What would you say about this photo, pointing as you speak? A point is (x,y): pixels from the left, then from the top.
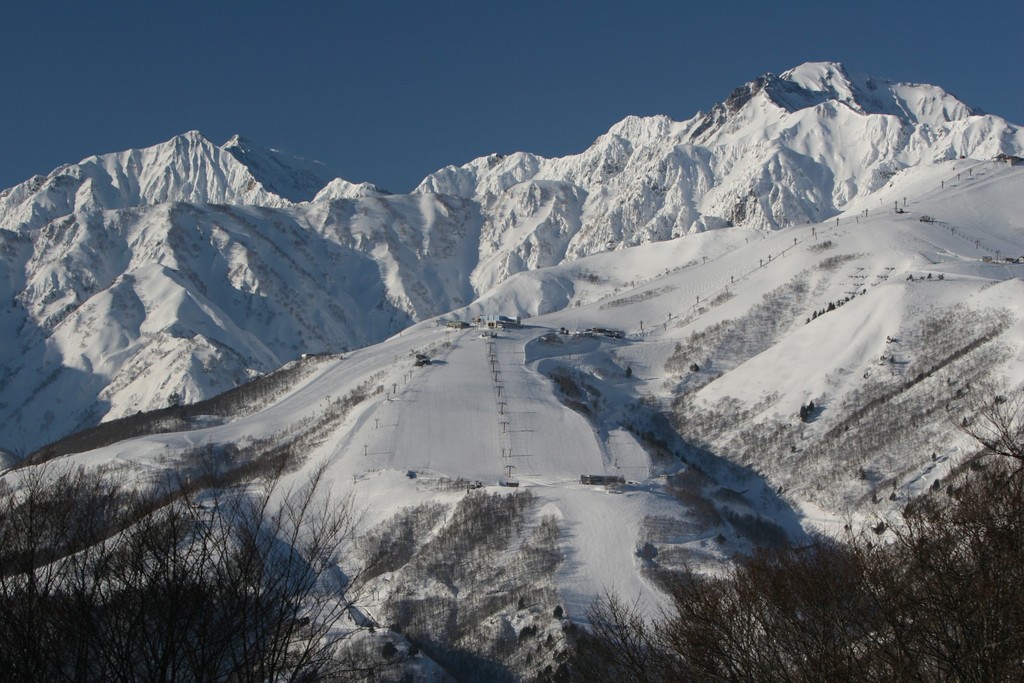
In this image in the front (360,565) there are trees (31,503). In the background (511,339) there are mountains (453,258).
